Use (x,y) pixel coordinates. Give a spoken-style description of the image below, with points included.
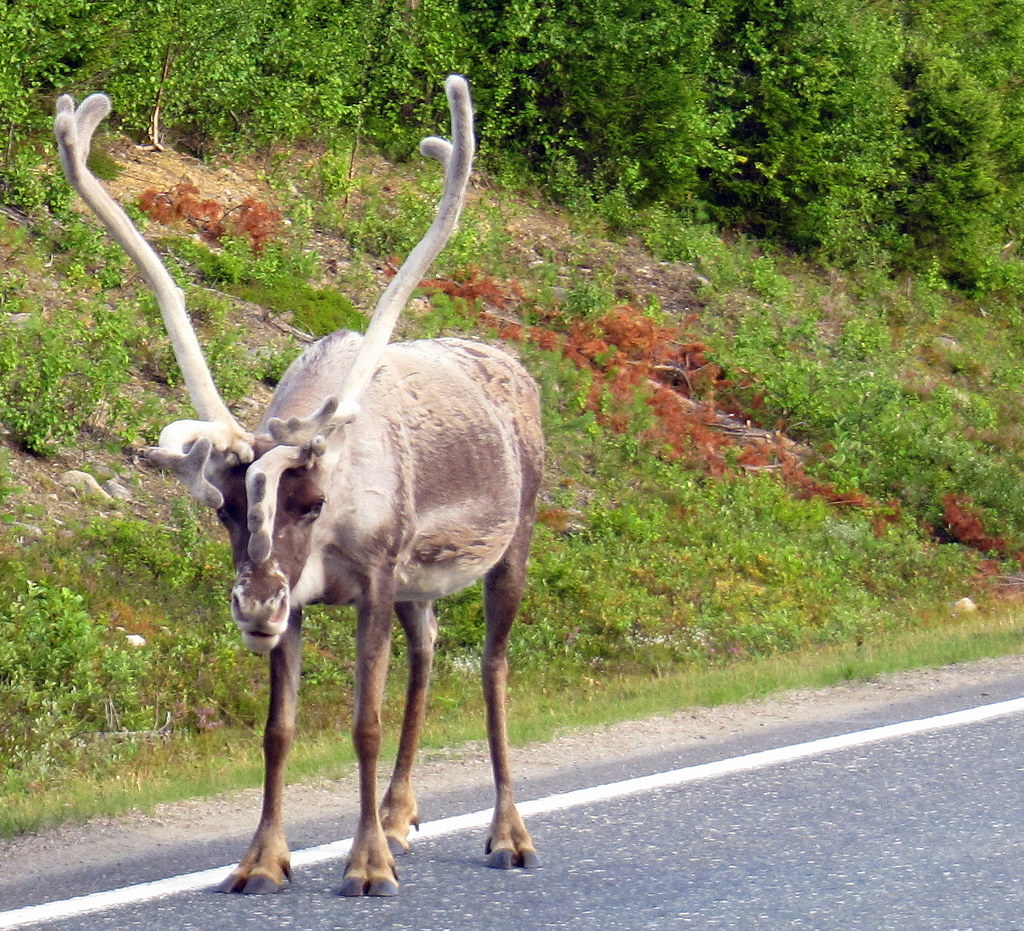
This picture is clicked outside. In the foreground (472,480) we can see an animal (495,426) standing on the ground (600,876). In the background (671,369) we can see the green grass (620,487), plants (928,126) and some other items (702,357).
